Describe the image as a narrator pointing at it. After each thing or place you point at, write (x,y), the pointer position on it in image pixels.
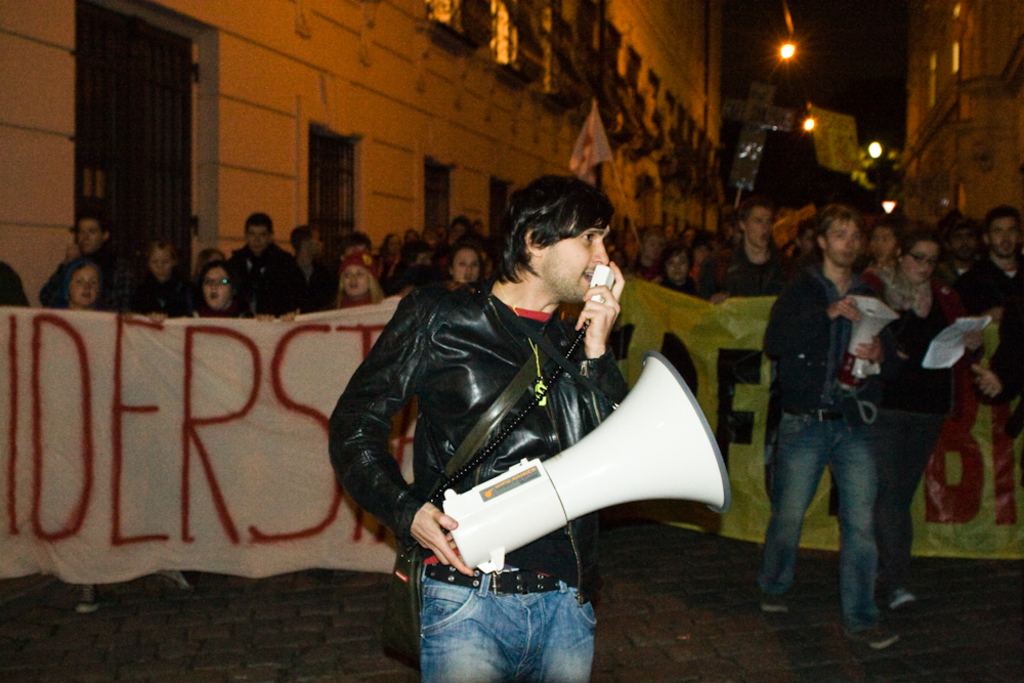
In this image I can see number of people (456,328) are standing. I can see most of them are wearing black dress (810,400) and here I can see two of them are holding megaphones (678,390). In the background (445,217) I can see few buildings (941,162), lights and here I can see something is written.
